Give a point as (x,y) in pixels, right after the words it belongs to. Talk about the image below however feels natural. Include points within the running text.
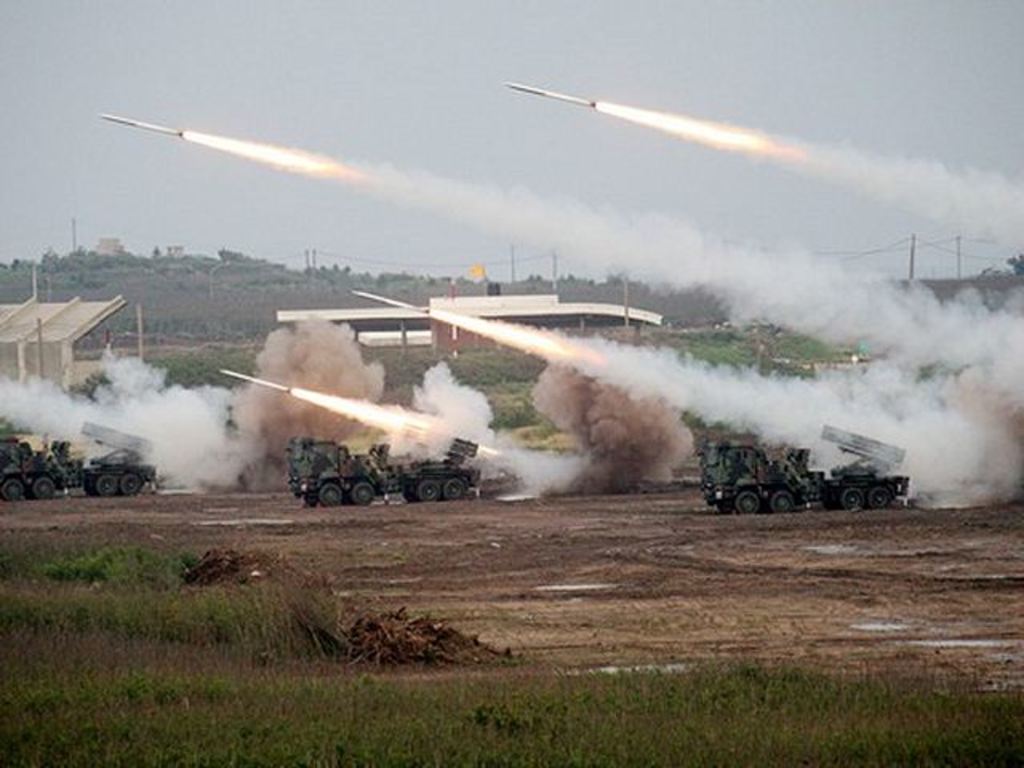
In this image we can see some trucks (722,463) on the land (524,503). We can also see some rockets (362,399) with smoke (567,411) flying in the sky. On the backside (351,327) we can see a building (590,313), trees (241,297), pole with wires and the sky (418,208) which looks cloudy. On the bottom of the image (255,672) we can see some grass (300,663).
